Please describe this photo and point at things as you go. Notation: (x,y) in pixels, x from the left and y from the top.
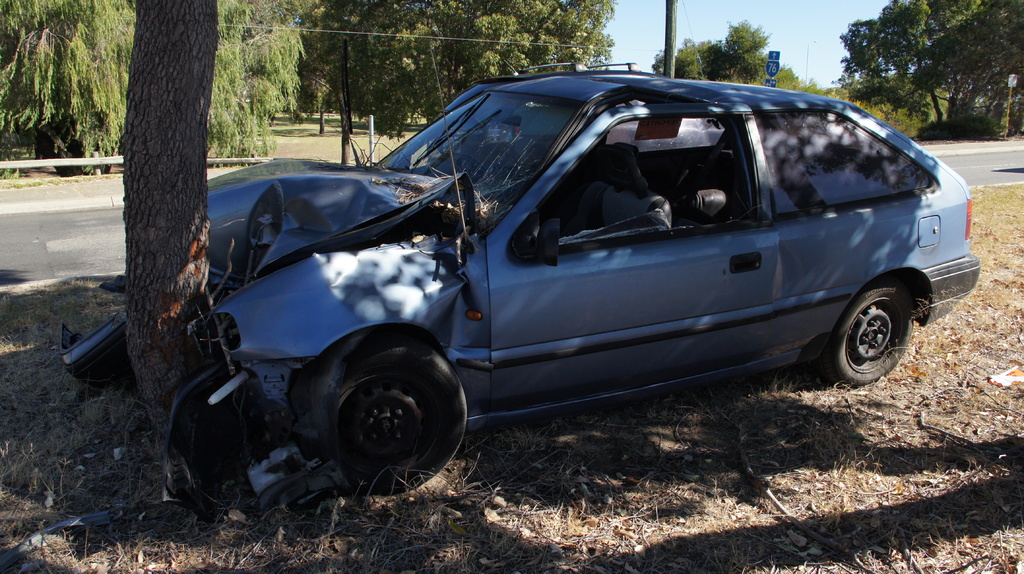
In this image we can see one car (738,97), so many trees (743,66), bushes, plants (2,178) and grass (157,434) on the ground (26,454). There are some poles (345,69), some objects (1015,380) are on the surface (118,546), one blue sign board (768,69) and at the top (809,19) there is the sky (771,31).
